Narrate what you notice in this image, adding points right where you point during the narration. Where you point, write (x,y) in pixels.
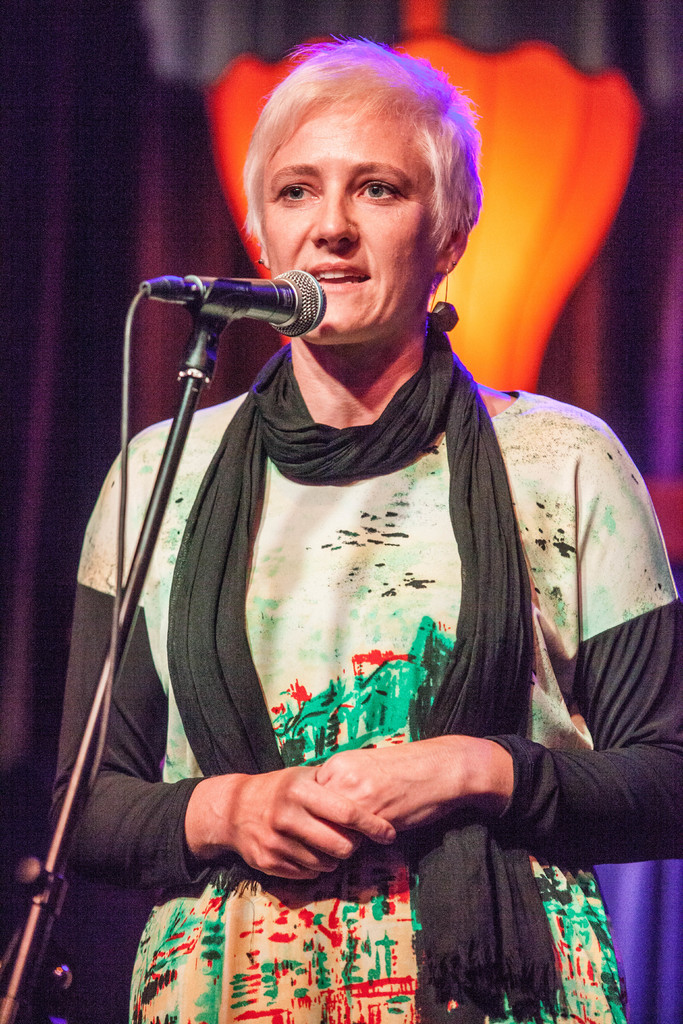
In the image there is a woman (247,679), she is standing in front of the mic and she is wearing a black stole (339,472) around her neck (309,402) and the background of the woman (437,579) is blur.
